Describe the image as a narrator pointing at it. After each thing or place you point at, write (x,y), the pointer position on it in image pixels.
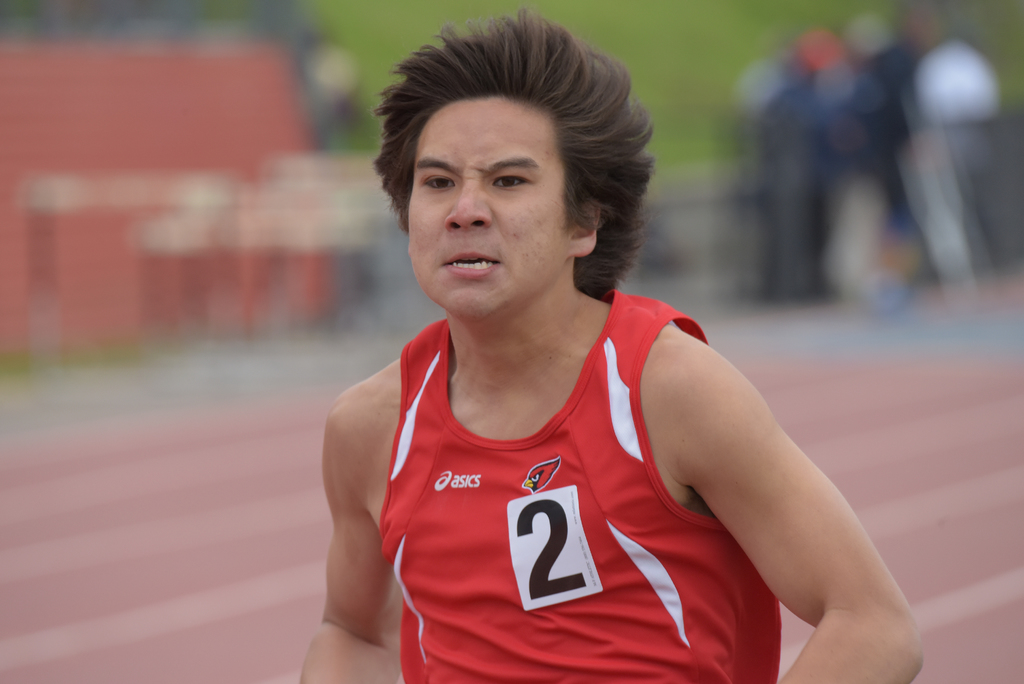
In this image there is one person (547,496) as we can see in middle of this image (558,383).
